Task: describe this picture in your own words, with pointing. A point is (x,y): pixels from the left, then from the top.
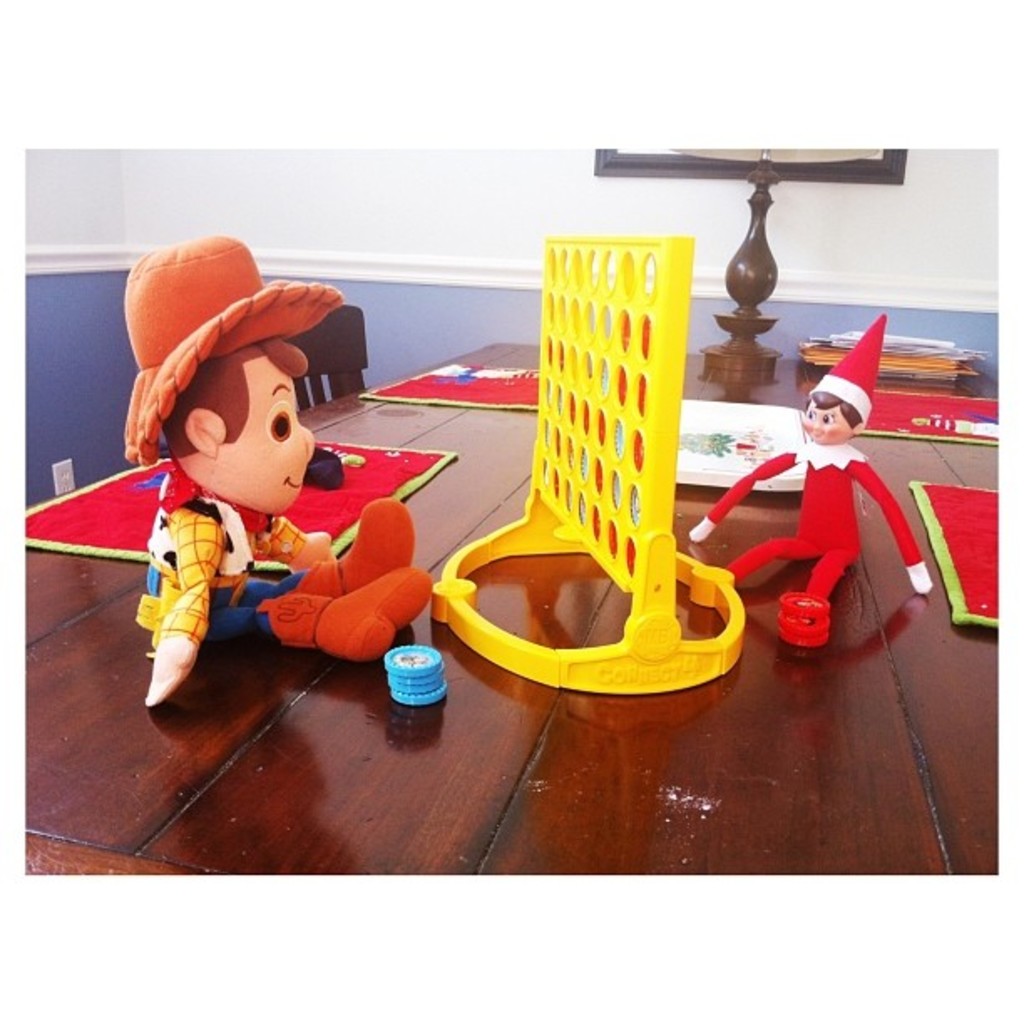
In the picture there are toys (834,485) on the table (271,644). There are napkins (974,522), books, papers (915,368) and a tray (731,432) all are on table (884,454), and there are chairs (324,346) beside the table (51,563).
